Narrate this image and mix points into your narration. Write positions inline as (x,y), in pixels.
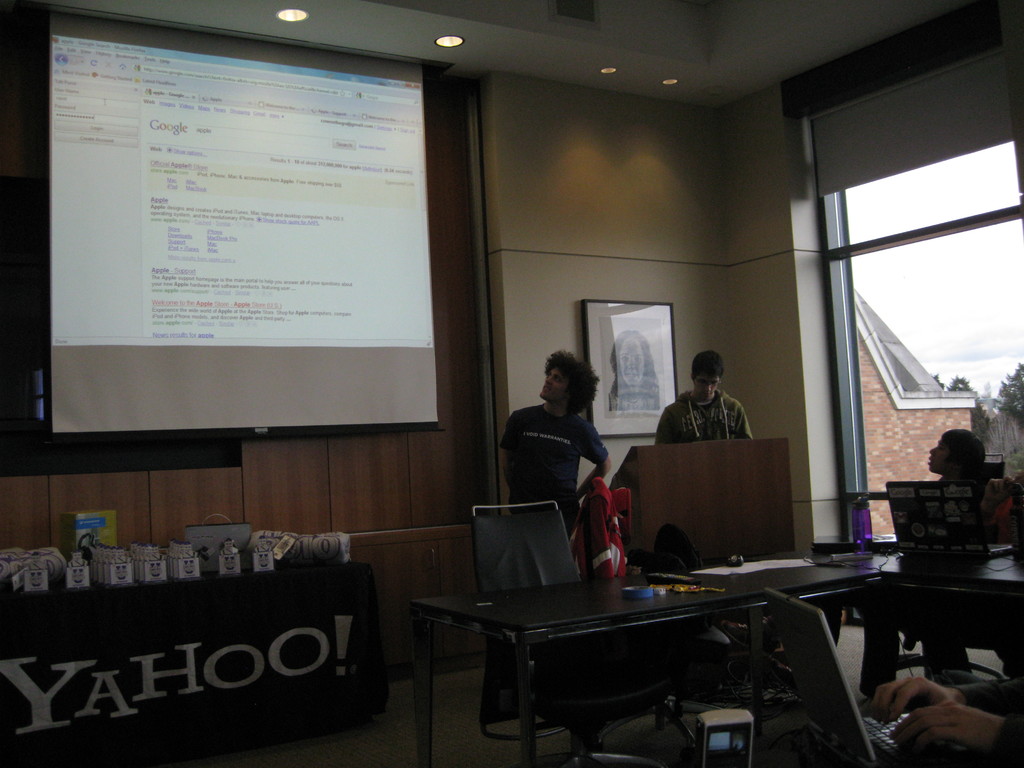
on the right (843,701) a person (894,705) is operating a laptop (848,699). behind him there are tables (912,570) and chairs (510,564). on the right (698,423) people (584,428) are standing and on the left (168,634) table (176,649) is there. on the tablecloth (182,633) yahoo! is written. at the back (218,394) there is a projector display (204,357) and on the right corner (961,323) there is a window (886,350).
